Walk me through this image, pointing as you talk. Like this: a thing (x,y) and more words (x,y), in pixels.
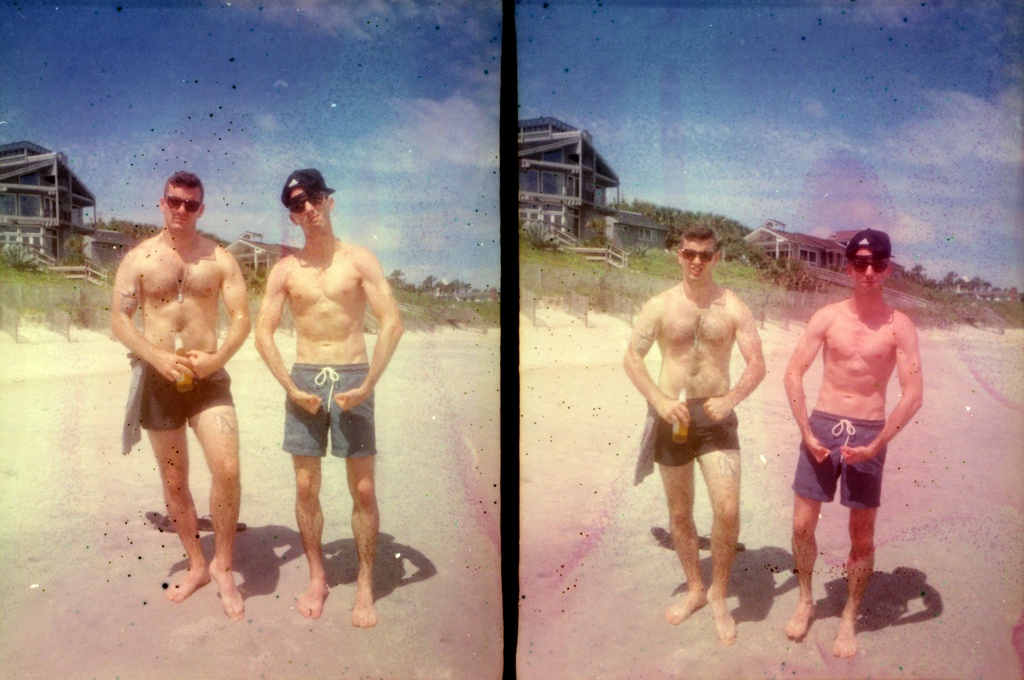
In this image there is a collage of photos. There are two people (387,354) standing on the land (125,538). They are wearing goggles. Left side (189,319) there is a person (214,314) holding a bottle (182,379) in his hand (173,359). Beside him there is a person (330,261) wearing a cap (301,180). Behind them there are houses (11,220) and trees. Top of the image (487,213) there is sky (428,85), having clouds (392,142).
